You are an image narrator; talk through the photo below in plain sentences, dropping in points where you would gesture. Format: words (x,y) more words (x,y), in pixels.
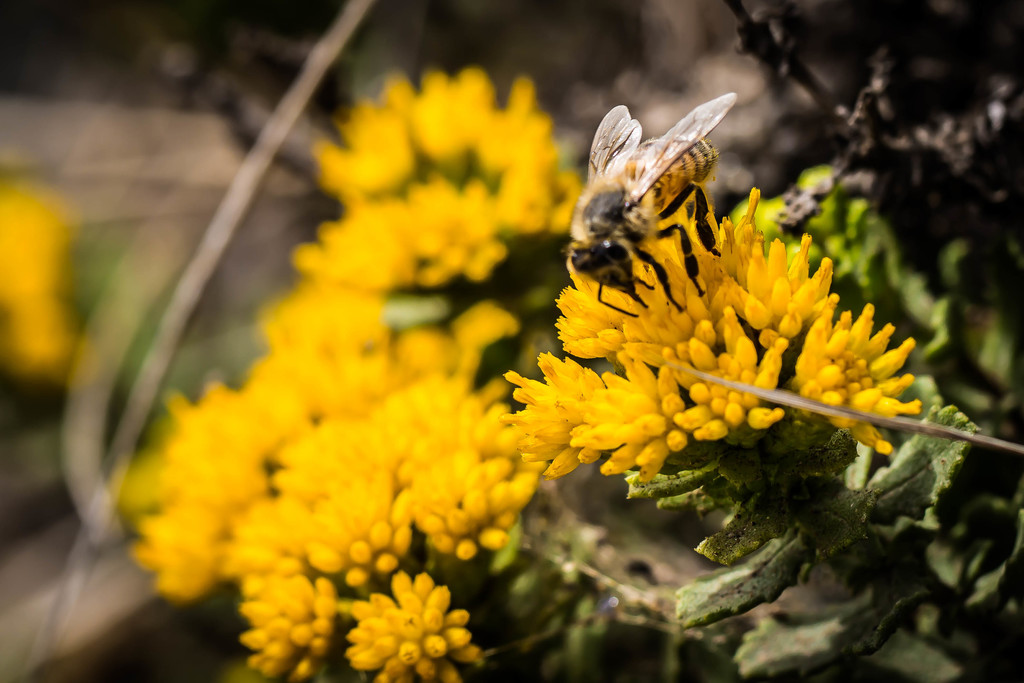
In this image in the foreground (613,387) there are flowers (426,344) and on the flowers (665,300) there is a bee (621,170), and there is a blurry background (49,476).
